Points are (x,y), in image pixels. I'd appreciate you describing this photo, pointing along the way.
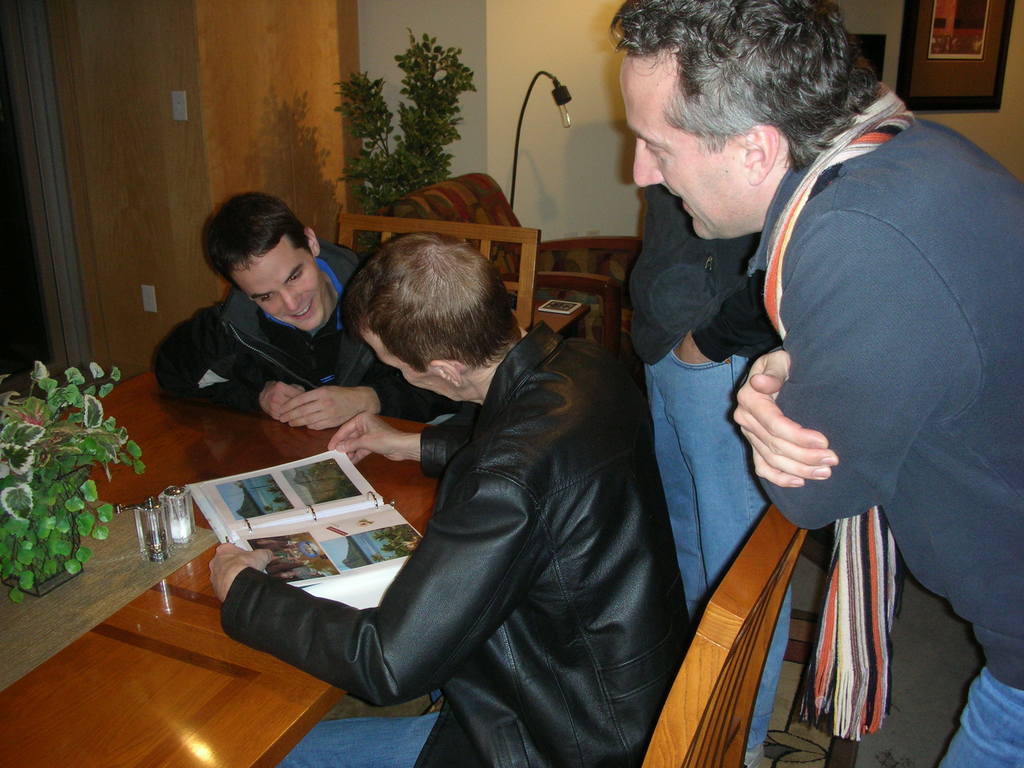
In this picture we can see four men (507,359) where two are standing and two are sitting on chairs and in front of them on table (118,477) we have book (258,511), vase (83,536) with flower (49,499) in it and in the background (391,140) we can see wall (202,111), plant (371,114), light (569,99), frames (930,44).
